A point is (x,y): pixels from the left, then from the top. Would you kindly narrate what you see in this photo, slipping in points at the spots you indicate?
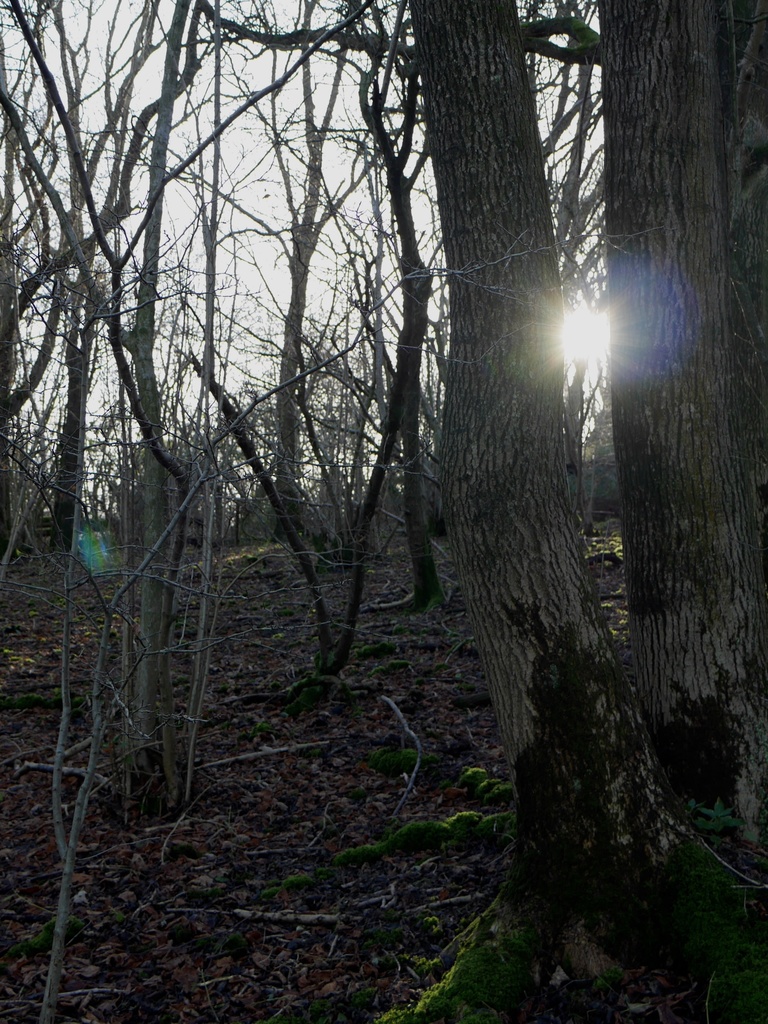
In this picture I can see trees (717,106) and a cloudy sky (330,328) and I can see sunlight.
